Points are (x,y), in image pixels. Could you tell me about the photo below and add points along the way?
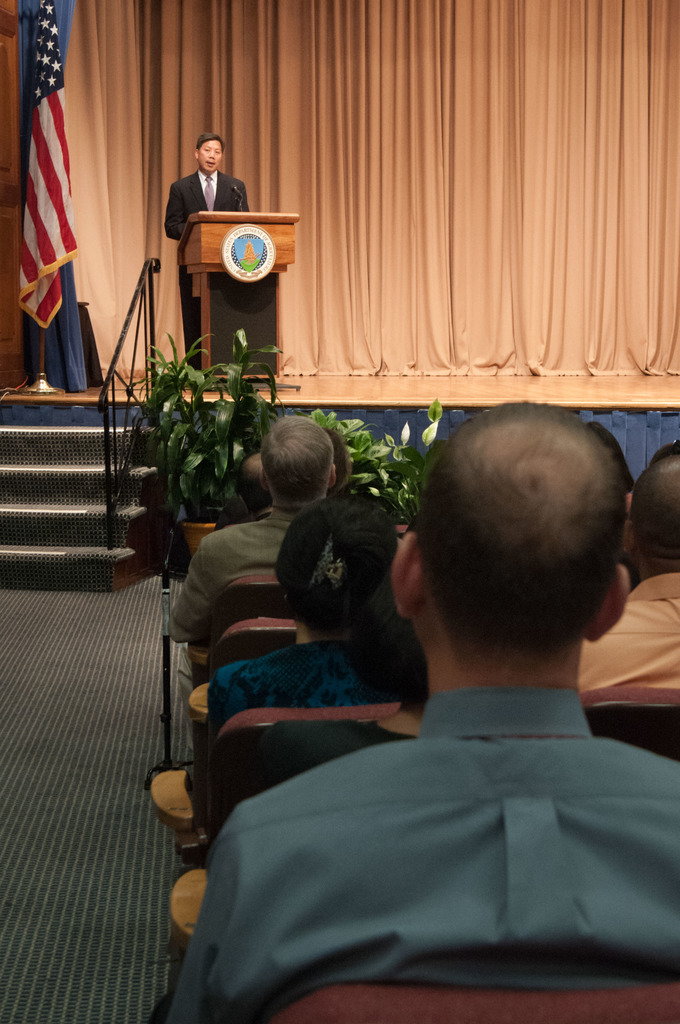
In this image we can see people (405,543) sitting on the chairs (410,993). Here we can see floor (115,927), plants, steps (91,496), railing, flag (46,62), and a podium (215,347). Here we can see a man (197,317) is standing in front of a mike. In the background (225,169) we can see a curtain (529,140).
